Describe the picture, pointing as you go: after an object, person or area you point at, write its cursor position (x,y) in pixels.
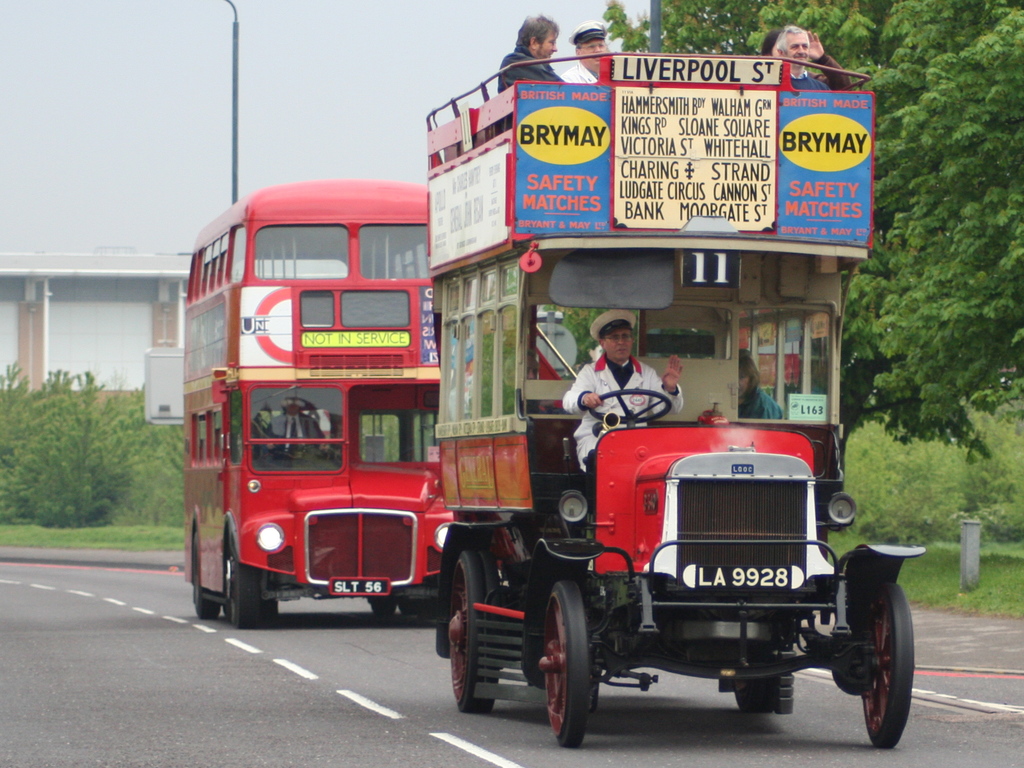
In this image we can see motor vehicles (697,391) and persons (585,432) travelling in it, road (125,575), bushes (128,411), trees (899,309), poles (236,90), buildings (108,277) and sky (144,120).
